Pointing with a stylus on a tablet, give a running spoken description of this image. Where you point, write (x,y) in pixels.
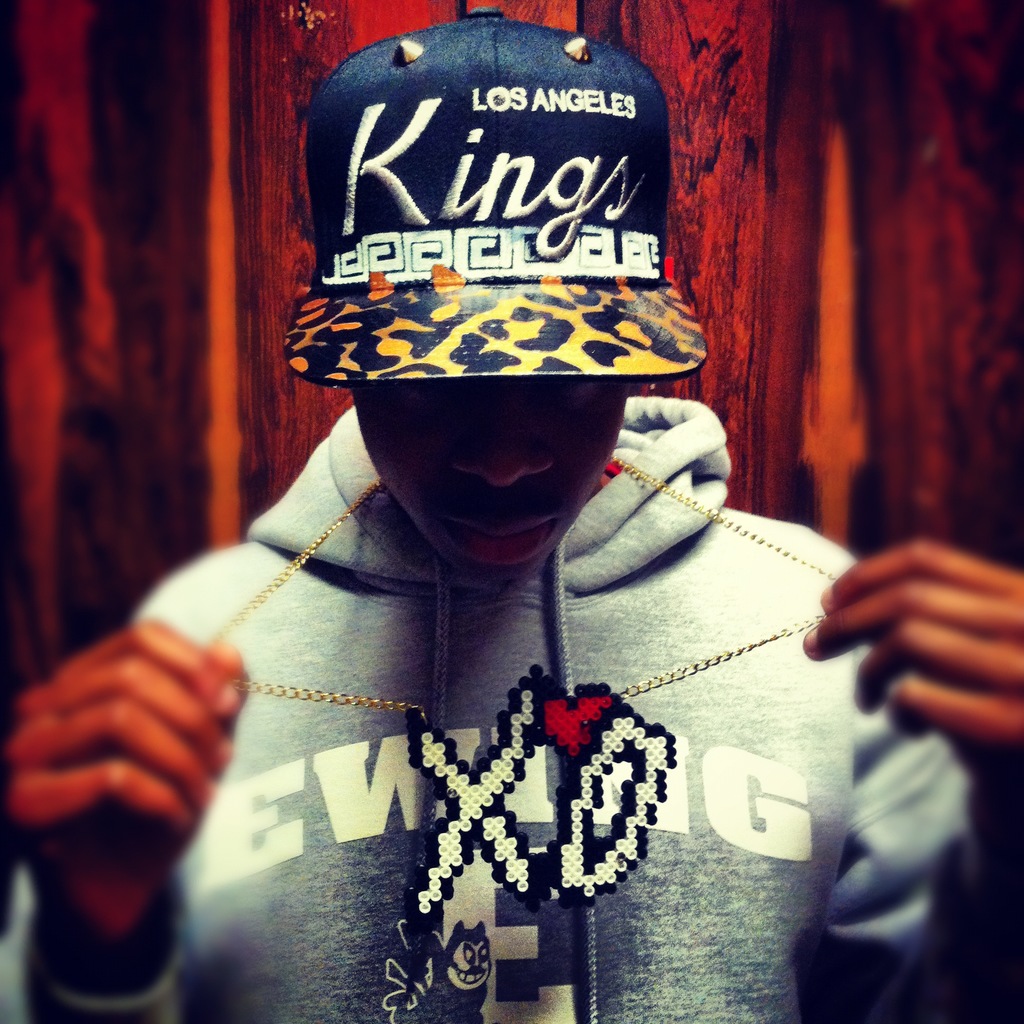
A boy (780,787) is here, he wore a sweater (749,662), black color cap (668,268).
